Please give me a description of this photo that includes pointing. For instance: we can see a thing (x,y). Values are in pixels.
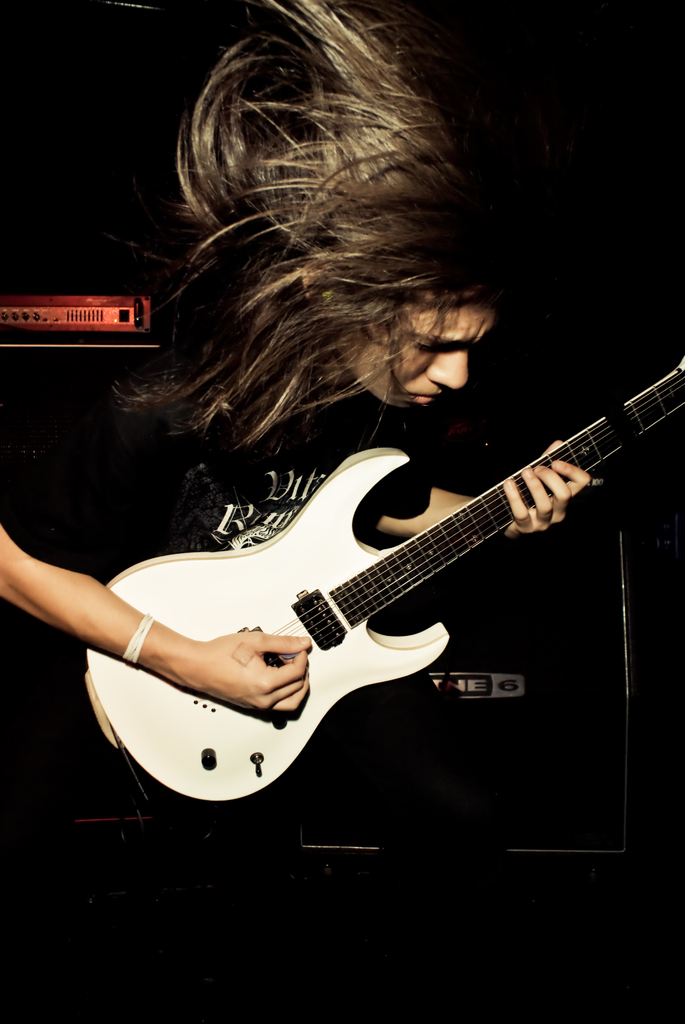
In this image I can see a woman (215,456) wearing black t shirt (268,496), black pant (425,763) is holding a guitar (160,575) which is white in color in her hand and I can see a red colored object (1,297) to the left side of the image (8,307) and the dark background (129,279).
